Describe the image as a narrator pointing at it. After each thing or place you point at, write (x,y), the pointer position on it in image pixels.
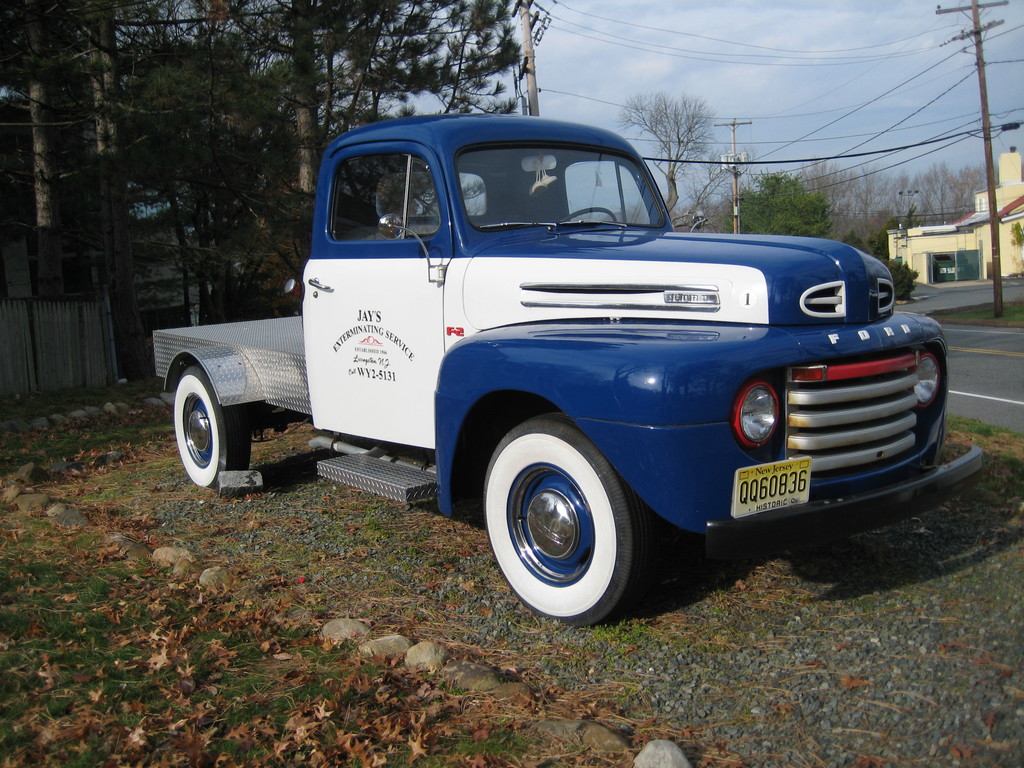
In this image there is a vehicle (501,333) parked, behind the vehicle (318,305) there are trees (173,149) and a wooden fence (71,335). In the background (858,94) there are trees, building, few utility poles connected with cables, road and the sky (841,87).
